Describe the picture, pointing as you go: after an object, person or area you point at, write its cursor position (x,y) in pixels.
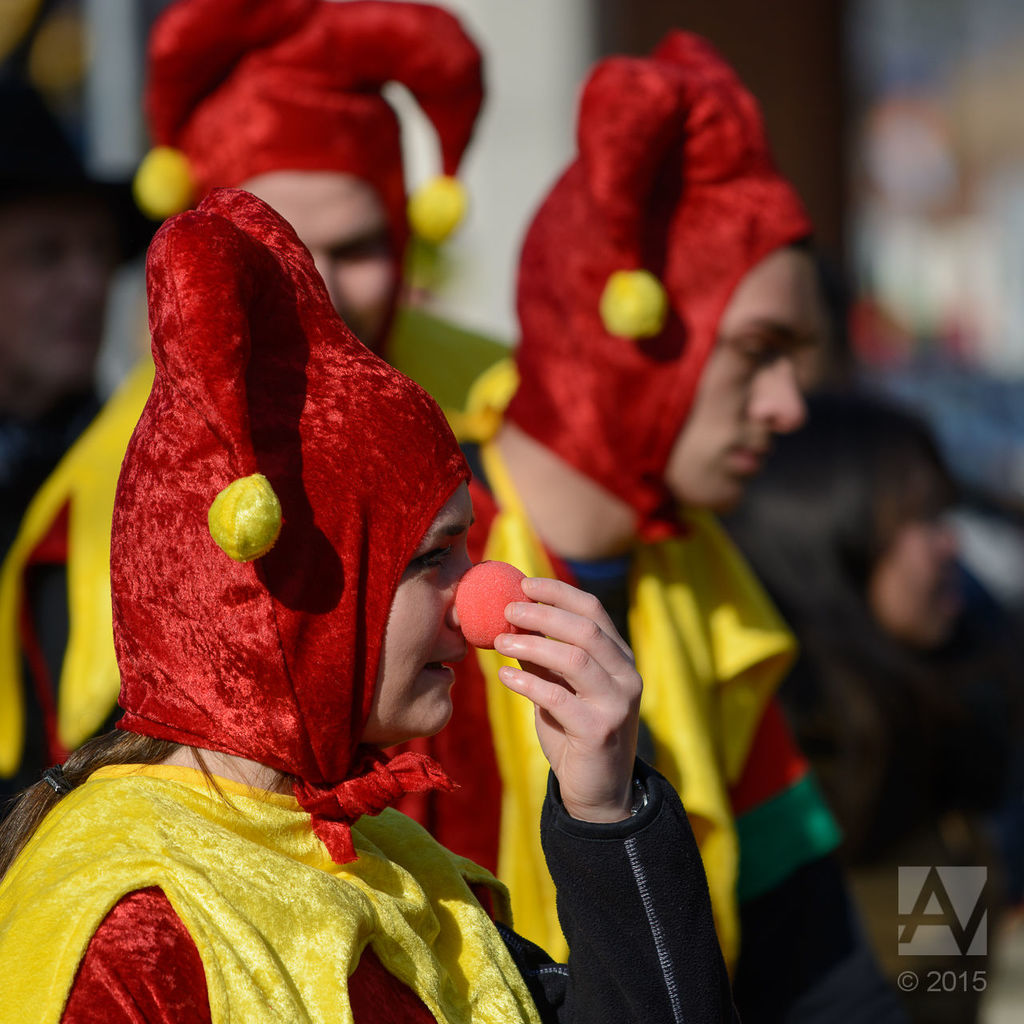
In this picture we can see a group of people (314,459) in the fancy dresses (362,428). Behind the people (300,486) there is a blurred background (984,586) and on the image there is a watermark (957,952).
